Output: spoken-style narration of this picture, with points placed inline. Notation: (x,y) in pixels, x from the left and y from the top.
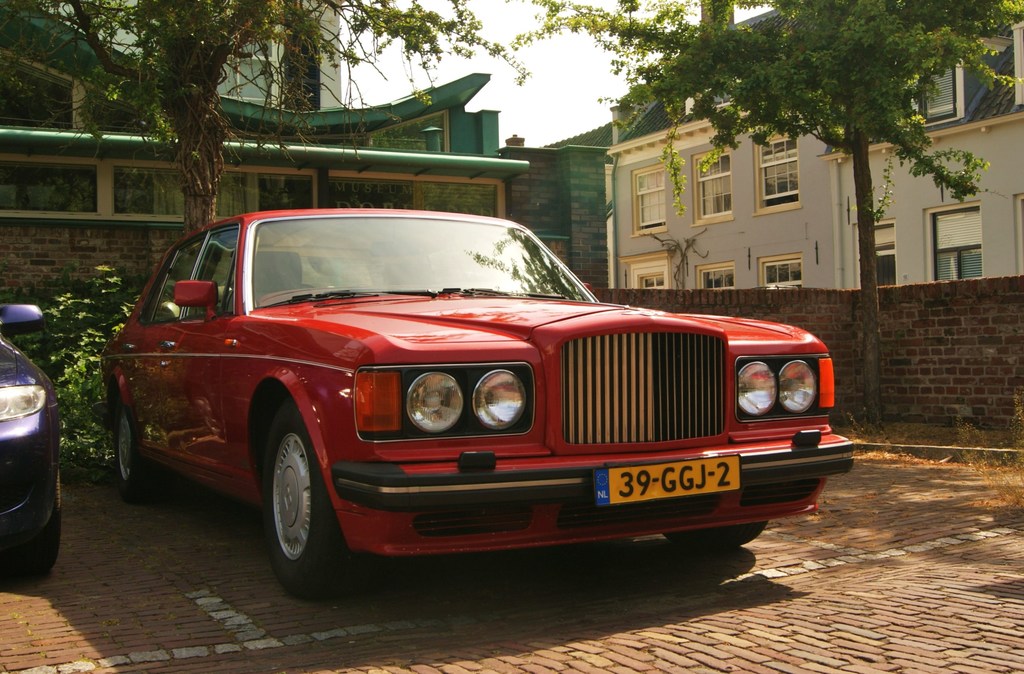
In this picture we can see the sky (556,95), trees (639,94) and buildings (476,176). We can see a plant (116,318) behind the cars (538,325). On the right side of the picture (825,309) we can see the wall (823,307) with bricks (892,324). At the bottom portion of the picture (528,619) we can see the shadows (733,601) on the floor (733,571).
